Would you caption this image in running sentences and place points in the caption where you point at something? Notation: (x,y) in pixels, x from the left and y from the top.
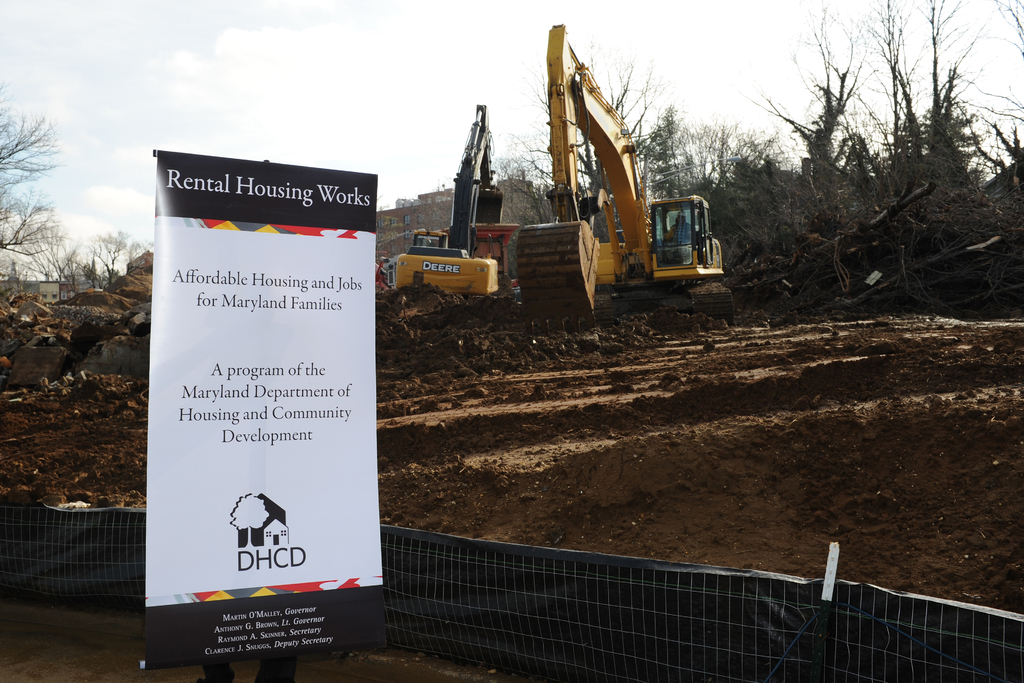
In this image we can see a banner (280,501), fence (481,592), land (536,415), vehicles (523,266), rocks (39,316), houses (60,285) and trees (66,262). At the top of the image (244,50), we can see the sky (438,54) is covered with clouds (805,22). It seems like a person (264,665) is present, behind the banner (209,658).
